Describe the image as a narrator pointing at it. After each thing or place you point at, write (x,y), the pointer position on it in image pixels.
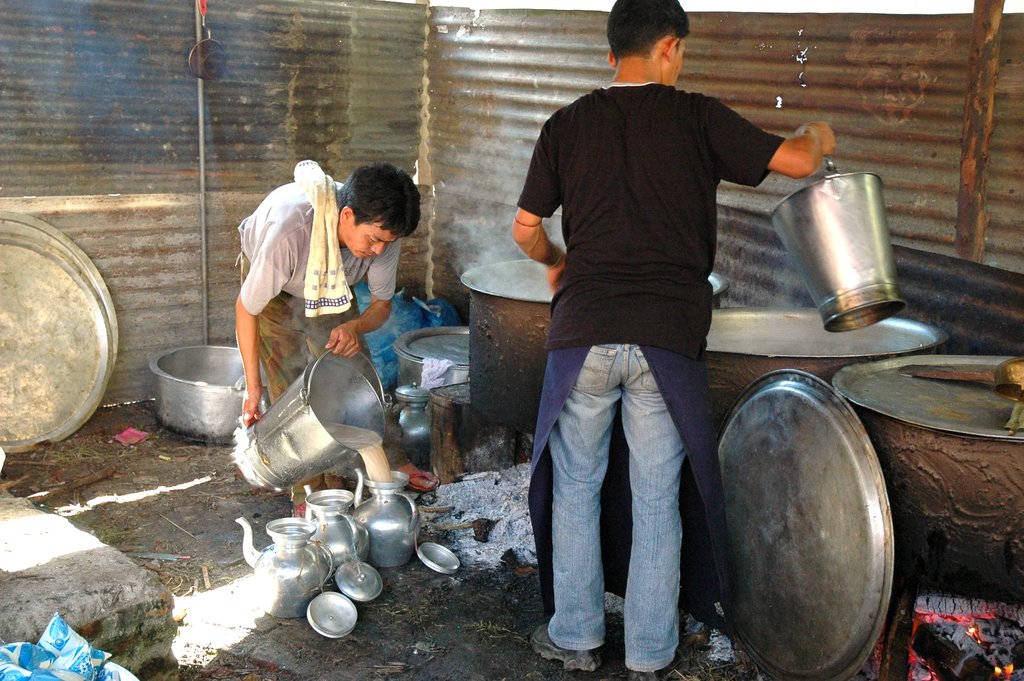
In this image we can see two persons (704,255) in a room (732,106) and they both are holding buckets (370,441) in their hands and it looks like they are cooking and we can see some utensils (76,293) and there are few teapots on the ground (374,661).
